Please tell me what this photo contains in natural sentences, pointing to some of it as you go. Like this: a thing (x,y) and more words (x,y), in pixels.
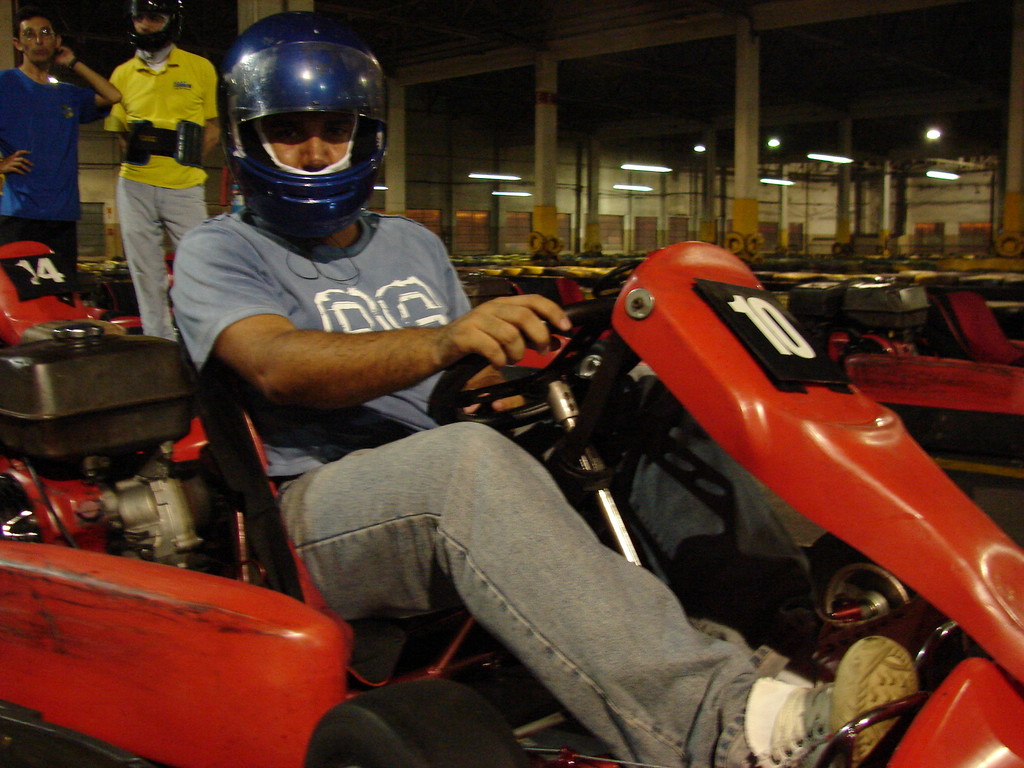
There is a man (627,738) sitting on go kart vehicle (886,429) and he is wearing a helmet (240,91). In the background (193,98) there are two man (178,207) standing on the left side (3,108).
